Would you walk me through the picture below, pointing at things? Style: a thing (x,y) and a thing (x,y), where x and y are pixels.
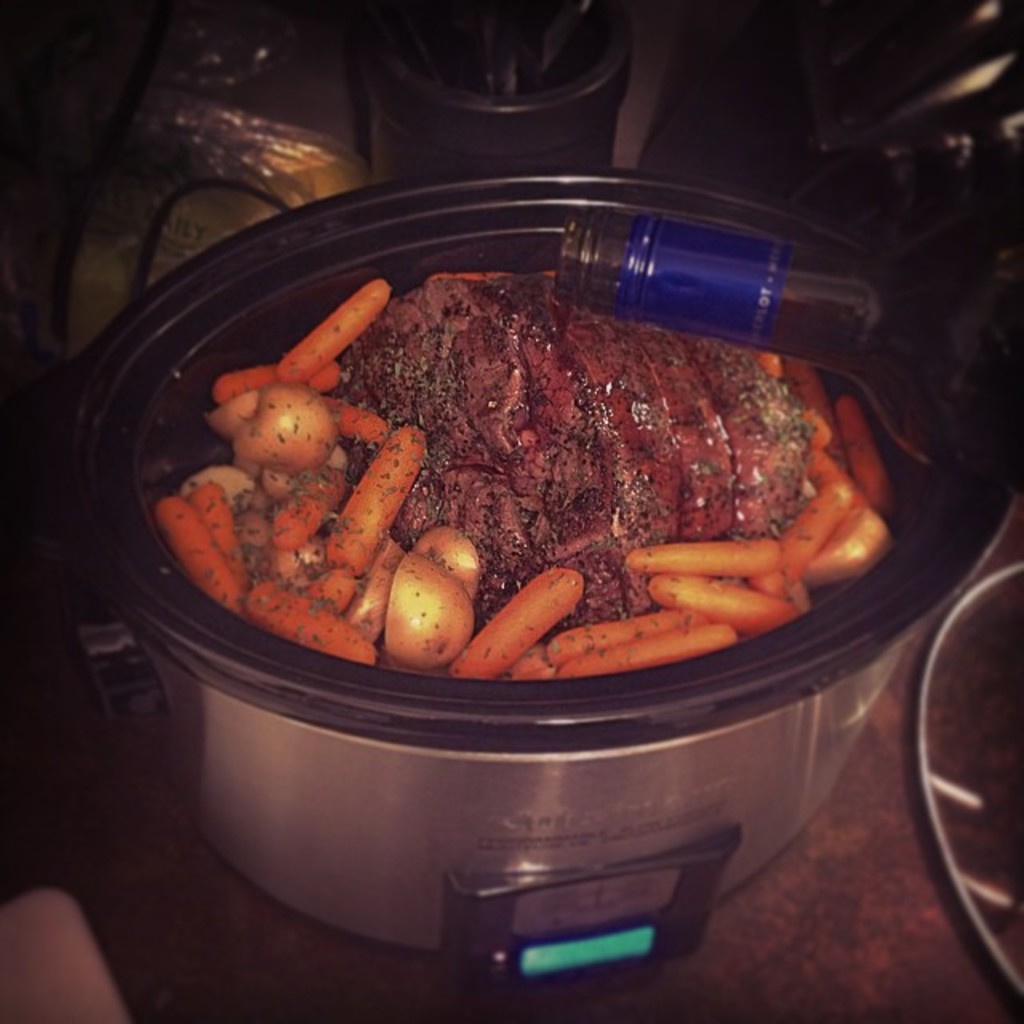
In this image, we can see some food item (419,428) in a container (747,768). We can see a bottle (654,226). We can also see some object (1018,972) on the right (935,650). We can also see an object (3,1002) on the bottom left corner (44,902). We can also see some objects (1011,118) at the top (459,136).
